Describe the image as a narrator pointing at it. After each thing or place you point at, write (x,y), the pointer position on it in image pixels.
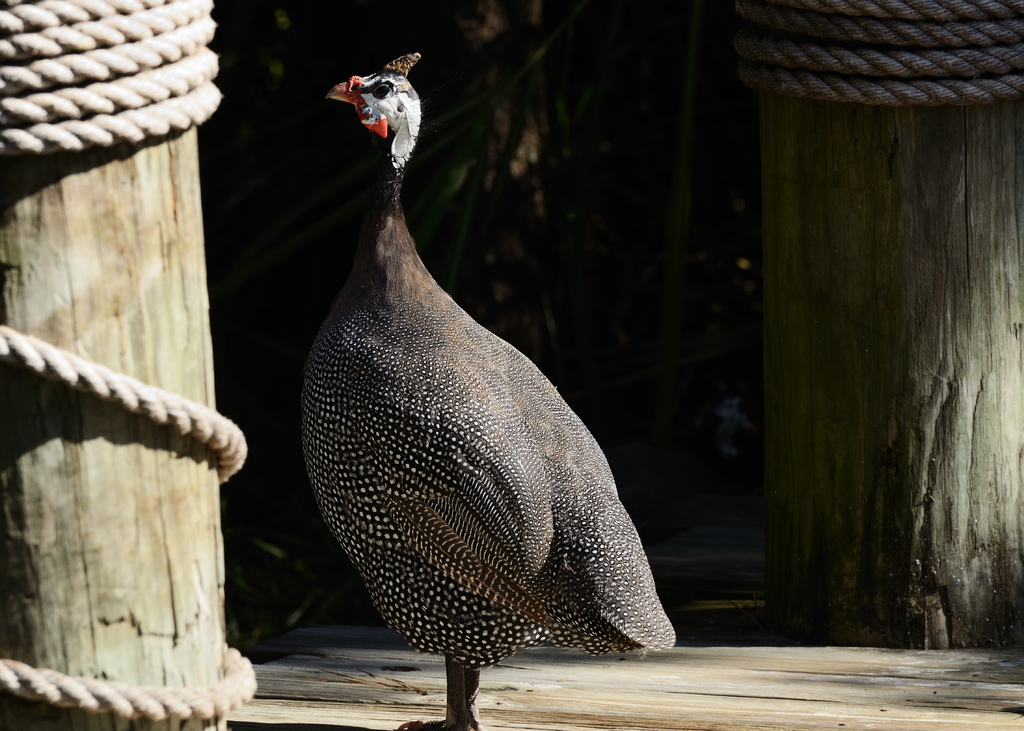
In the center of the image (468,411) we can see a bird (439,519) on the ground (662,712). Image also consists of two wooden pillars (912,274) with ropes (197,63).
